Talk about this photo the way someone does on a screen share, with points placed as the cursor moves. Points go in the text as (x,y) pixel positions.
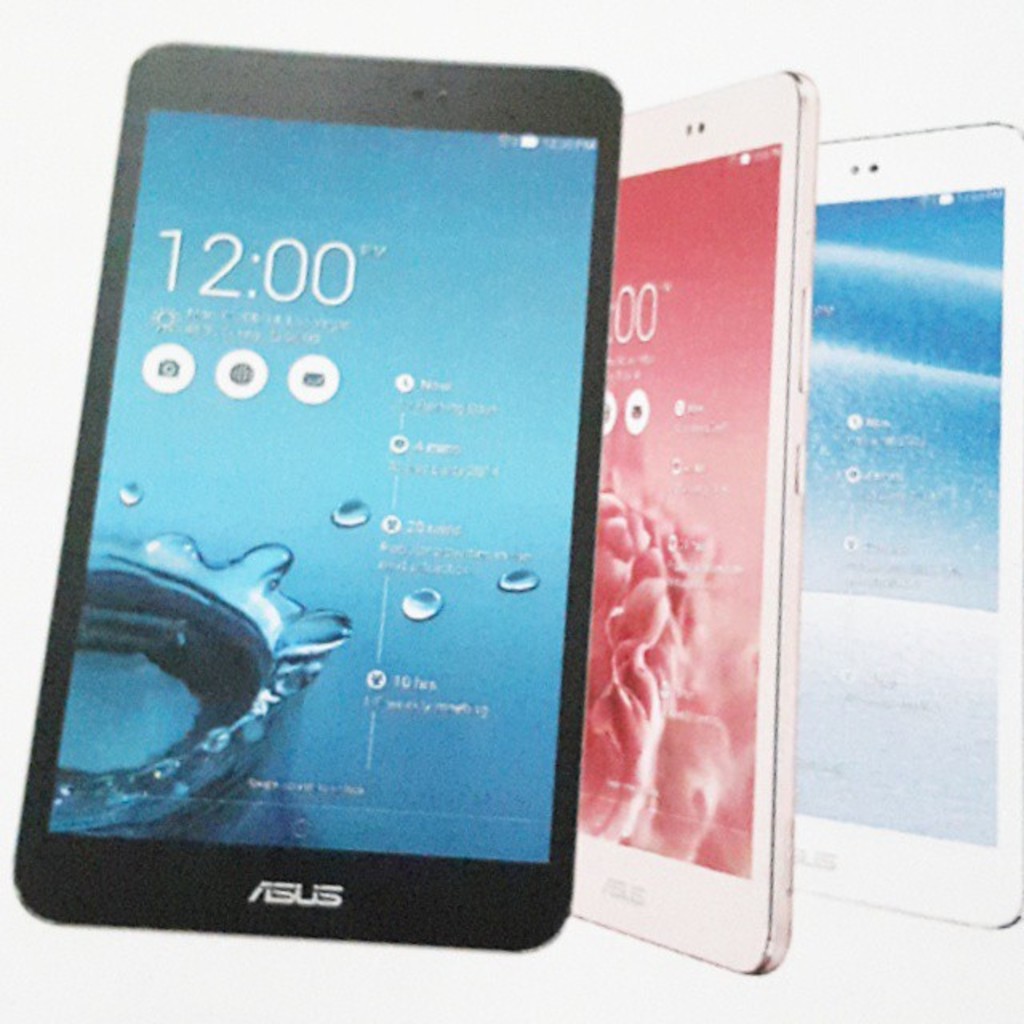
In this image, we can see mobiles (501,504) and there is some text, water drops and some applications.
